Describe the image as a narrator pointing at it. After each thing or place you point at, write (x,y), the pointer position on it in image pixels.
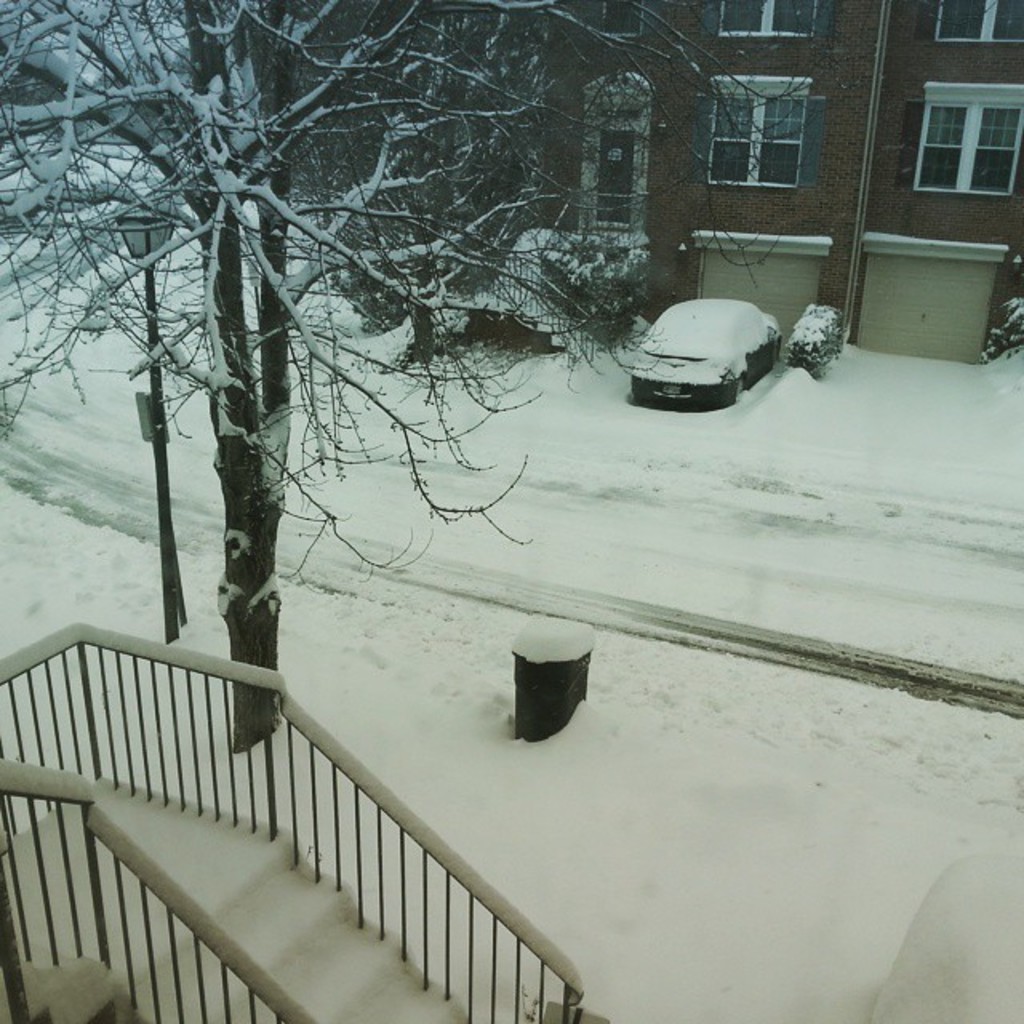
There are stairs (172,661), a tree (265,650) and a pole (148,263) covered with snow (644,749) in the foreground area of the image (96,35), there is a building (787,318), vehicle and snow (662,447) in the background (676,531).
